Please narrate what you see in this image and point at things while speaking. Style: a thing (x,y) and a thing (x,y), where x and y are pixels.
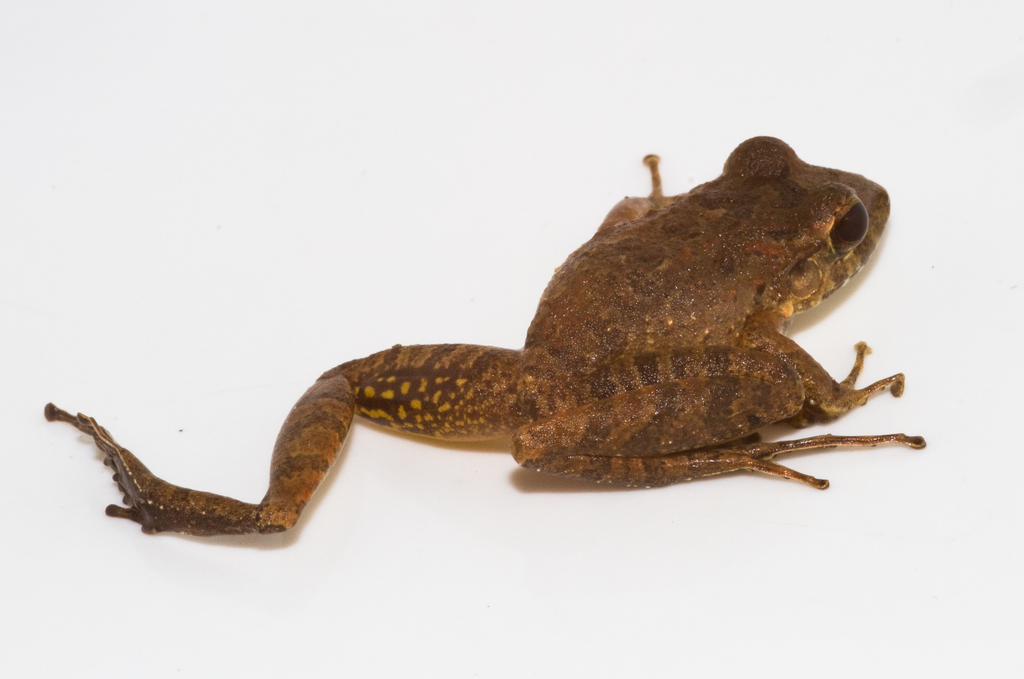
In this image I can see the frog (777,183) which is in brown color. It is on the white color surface (554,542).
